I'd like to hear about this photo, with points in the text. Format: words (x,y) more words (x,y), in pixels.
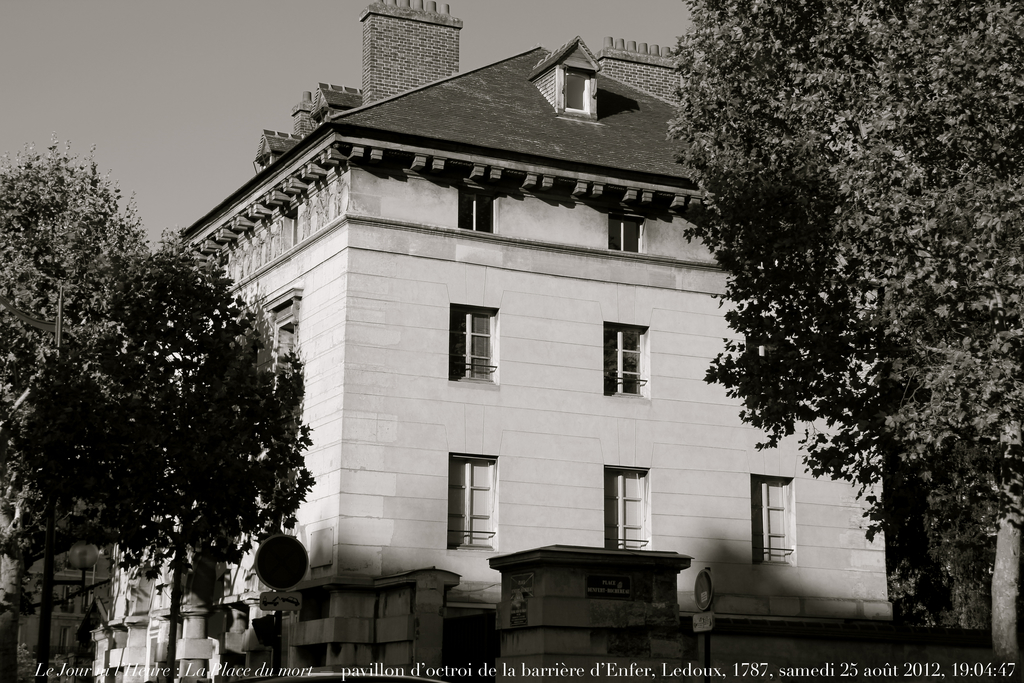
In this picture I can see there is a building (588,293) and it has windows (625,237) and there is a tree (961,272) at right (986,387) and left of the image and there are few poles (274,632) with precaution boards (266,566). The sky (168,112) is clear and there is something written at the bottom of the image (802,671) and this is a black and white image.
